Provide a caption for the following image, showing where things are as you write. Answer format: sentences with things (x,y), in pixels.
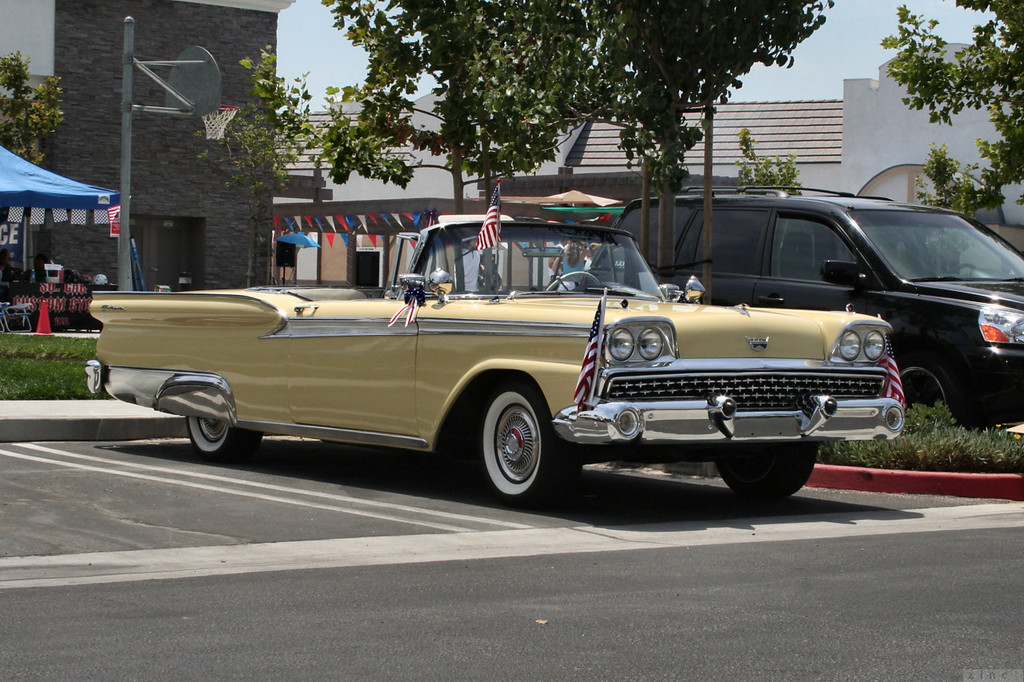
In this picture i can see two cars (709,347) on the road (588,504). In the background (419,168) i can see trees (493,158), buildings (201,176), grass (67,353), flags (488,226), sky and other objects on the ground (268,484).
